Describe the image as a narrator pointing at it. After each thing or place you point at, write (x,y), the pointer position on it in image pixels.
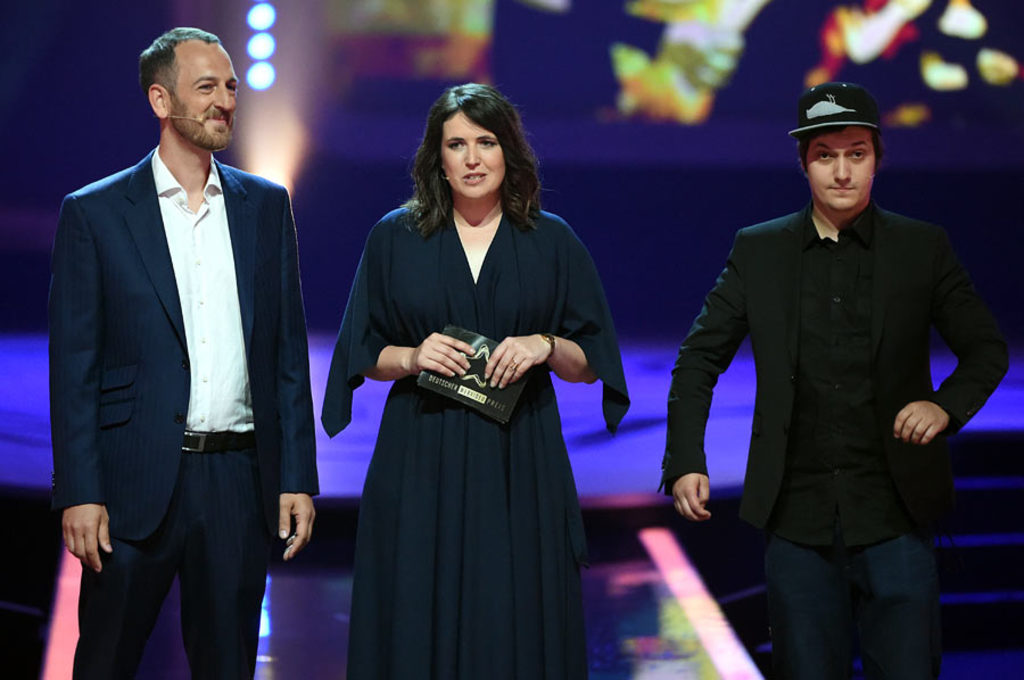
In this image there are two men (827,342) and a woman (381,358) standing on the dais (639,650). In the center (462,300) a woman (410,524) and she is holding a paper (483,386) in her hand (458,363). To the right (790,389) there is a man (804,296) standing and he is wearing a cap (835,112). The background (550,47) is blurry.
